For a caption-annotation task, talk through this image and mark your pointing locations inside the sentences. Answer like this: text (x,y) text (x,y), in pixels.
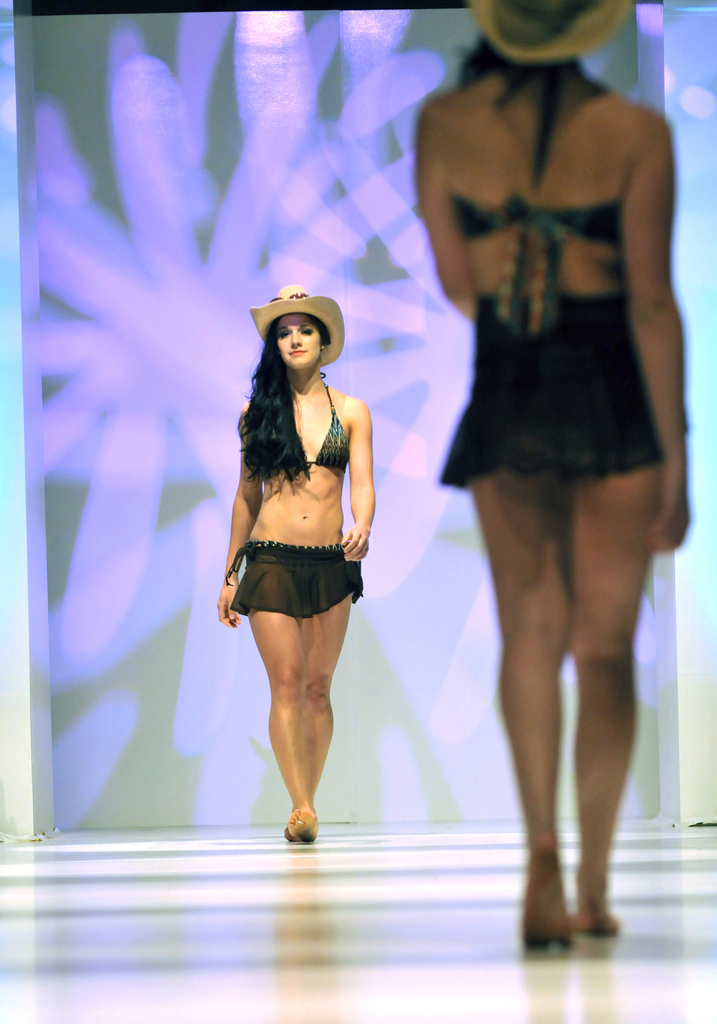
In this image, I can see two women (371,447) walking. They wore hats (291,306). I think they are doing ramp walk.
